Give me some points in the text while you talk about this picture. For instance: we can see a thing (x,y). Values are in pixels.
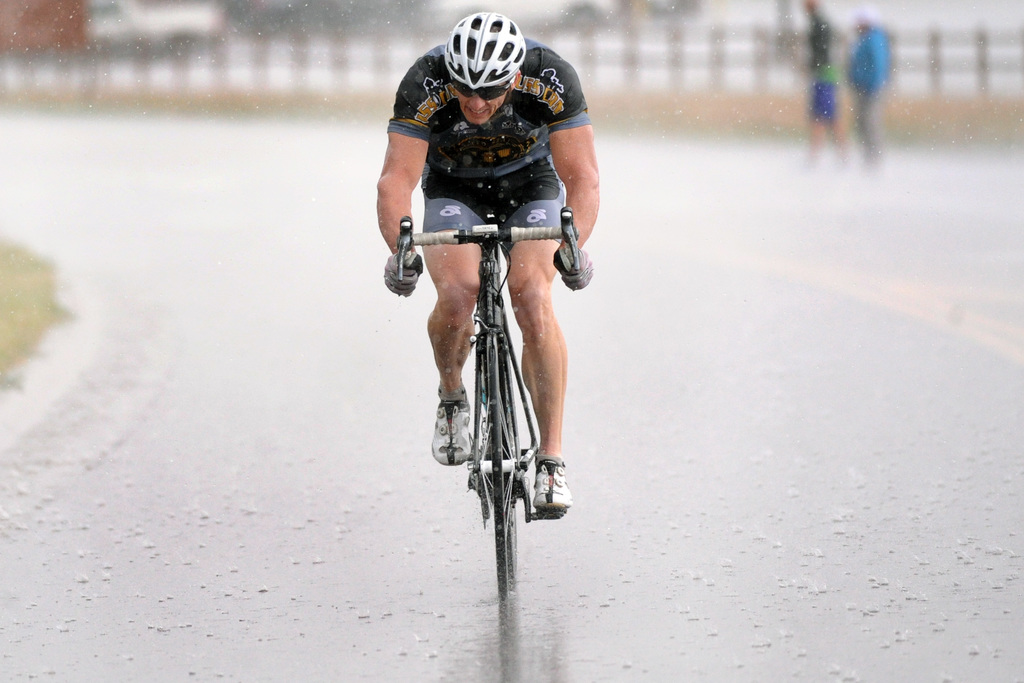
This image consists of a man (463,402) riding a cycle (509,448). He is wearing a white helmet (508,68). At the bottom (367,602), there is a road (390,622). On which, we can see the snow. The background (977,132) is blurred.
